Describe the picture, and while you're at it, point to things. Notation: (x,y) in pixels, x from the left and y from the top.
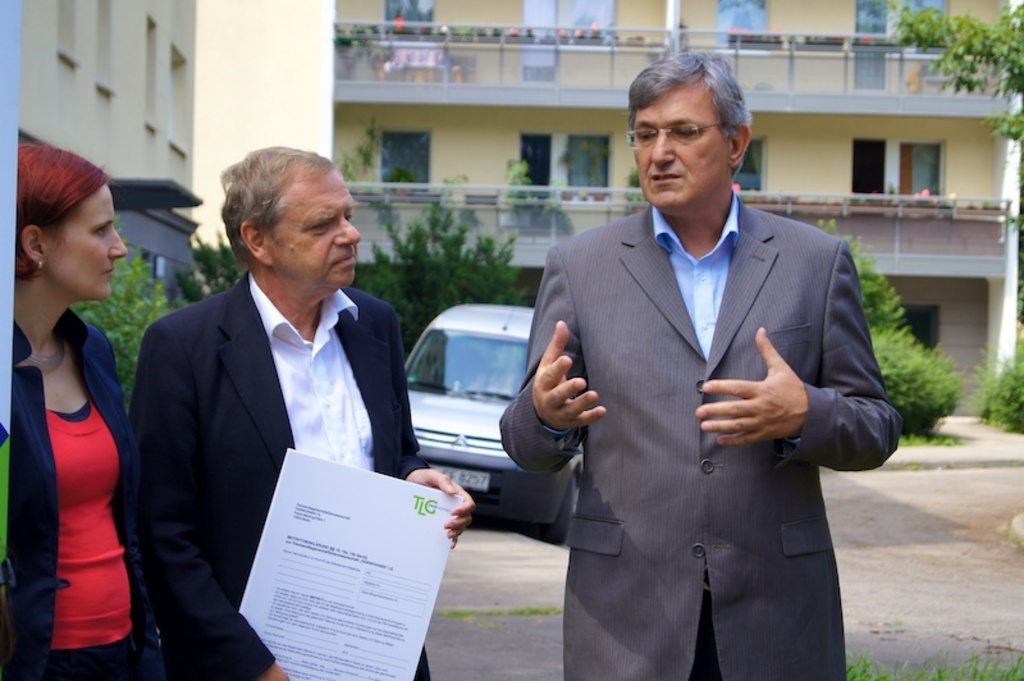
In this picture, there is a man (630,323) towards the right (728,427). He is wearing a blazer (602,545) and a shirt (695,275). Towards the left (66,449), there is a woman (52,272) and a man (279,328). Man (272,335) is holding a paper (384,522). On the paper (334,583), there is a text (346,610). Behind them, there is a car (527,325), trees (477,294) and buildings (574,195).
